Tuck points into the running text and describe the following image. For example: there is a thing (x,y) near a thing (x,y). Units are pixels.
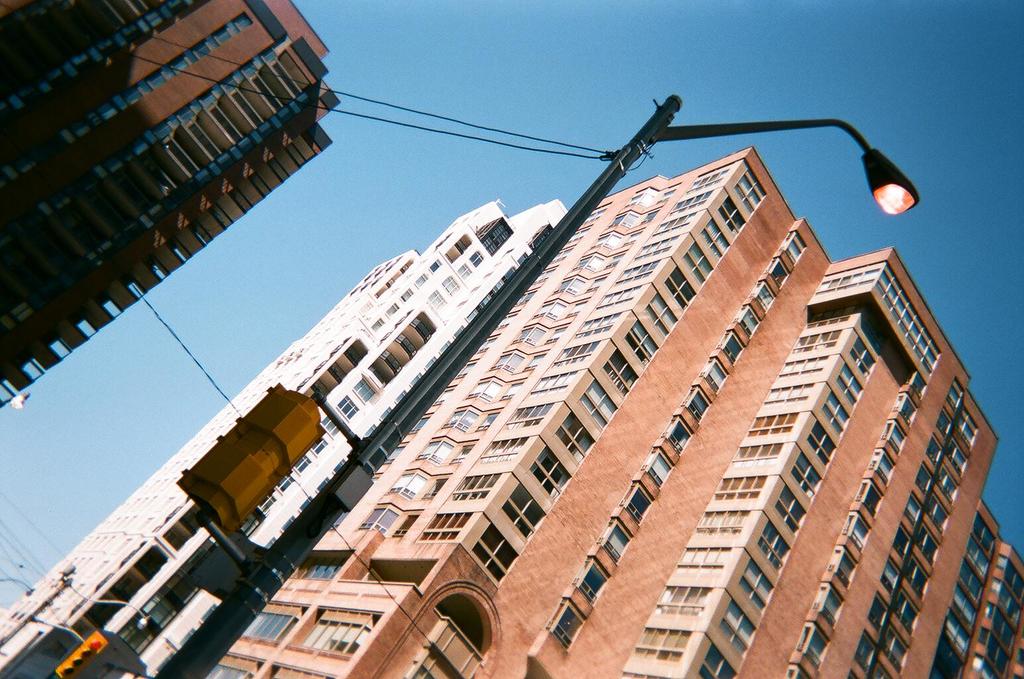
In this image, we can see buildings (283,366) and there are poles (357,448) along with wires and we can see lights (225,472). At the top (436,81), there is sky (549,62).
